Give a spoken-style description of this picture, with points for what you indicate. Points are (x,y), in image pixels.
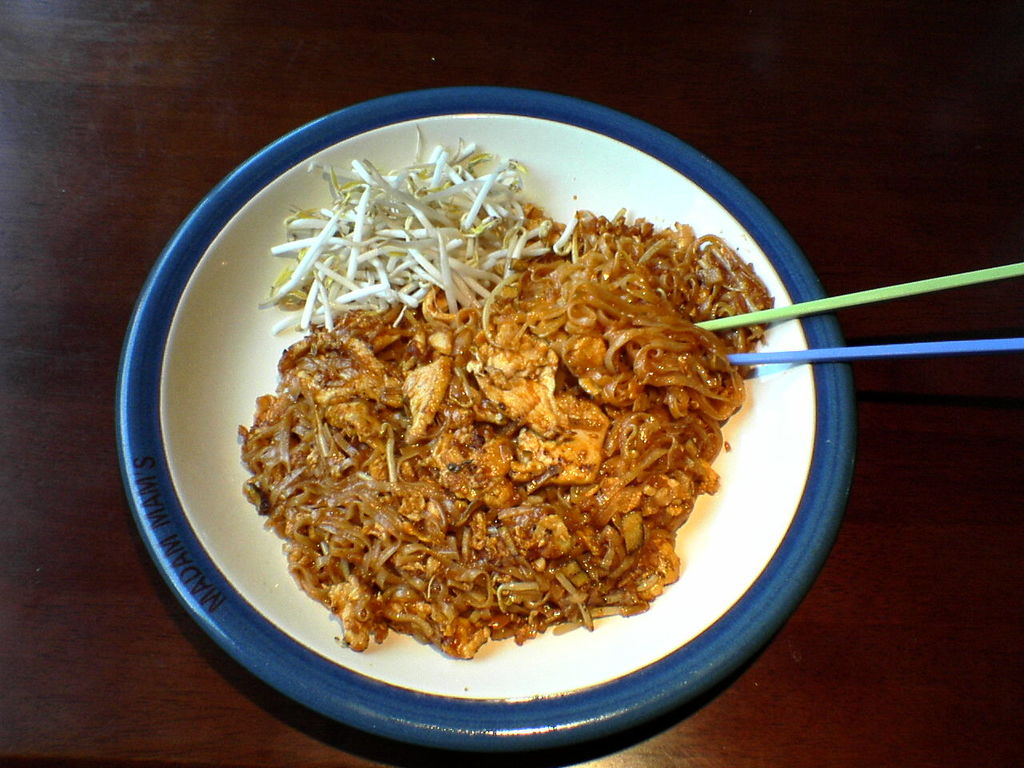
In the picture there a blue color plate (190,341) on which some food (498,456) is placed with two chopsticks (828,355) below there is a wooden table (681,6).
